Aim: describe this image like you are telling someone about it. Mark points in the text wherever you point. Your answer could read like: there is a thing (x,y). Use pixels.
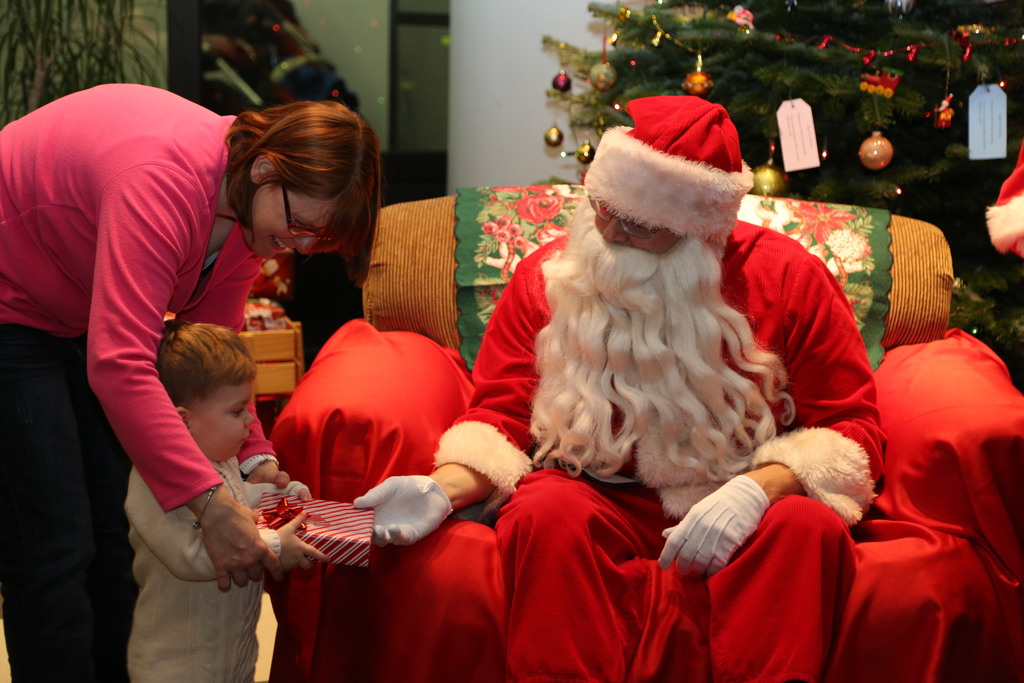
In the picture we can see a Santa Claus (700,355) sitting on the chair (937,581) and giving a gift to the child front of him and woman (115,680) is holding a child (199,682) from the back and behind the chair (948,565) we can see a Christmas tree (954,142) which is decorated with balls (873,148) and gifts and beside it we can see a pillar (476,74) and some things (144,19) beside it.
